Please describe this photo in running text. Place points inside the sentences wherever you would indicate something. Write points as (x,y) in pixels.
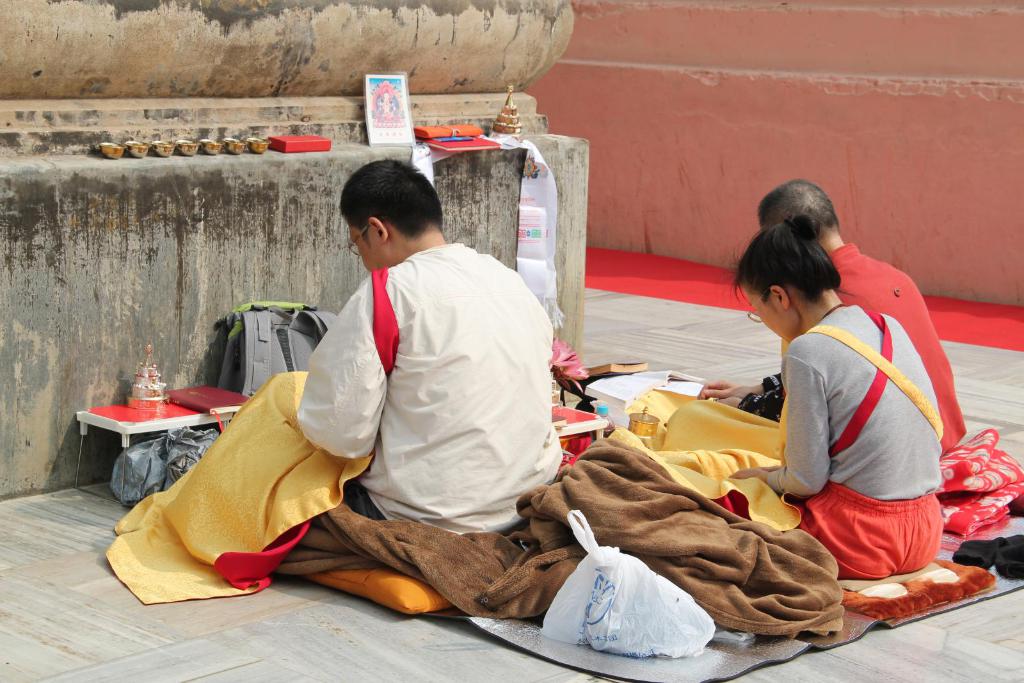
In this image there are three people (900,382) sitting on a mat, and also there are some blankets (554,506), plastic covers (588,576), bags (271,349), stool (590,422), books (200,399), flowers (560,380), bottles (609,420) and some other objects (586,410) and there is a photo frame (378,110) and some objects (541,155). At the bottom (61,572) there is floor (53,602), and in the background (748,61) there is wall (590,227) and carpet (661,282).
